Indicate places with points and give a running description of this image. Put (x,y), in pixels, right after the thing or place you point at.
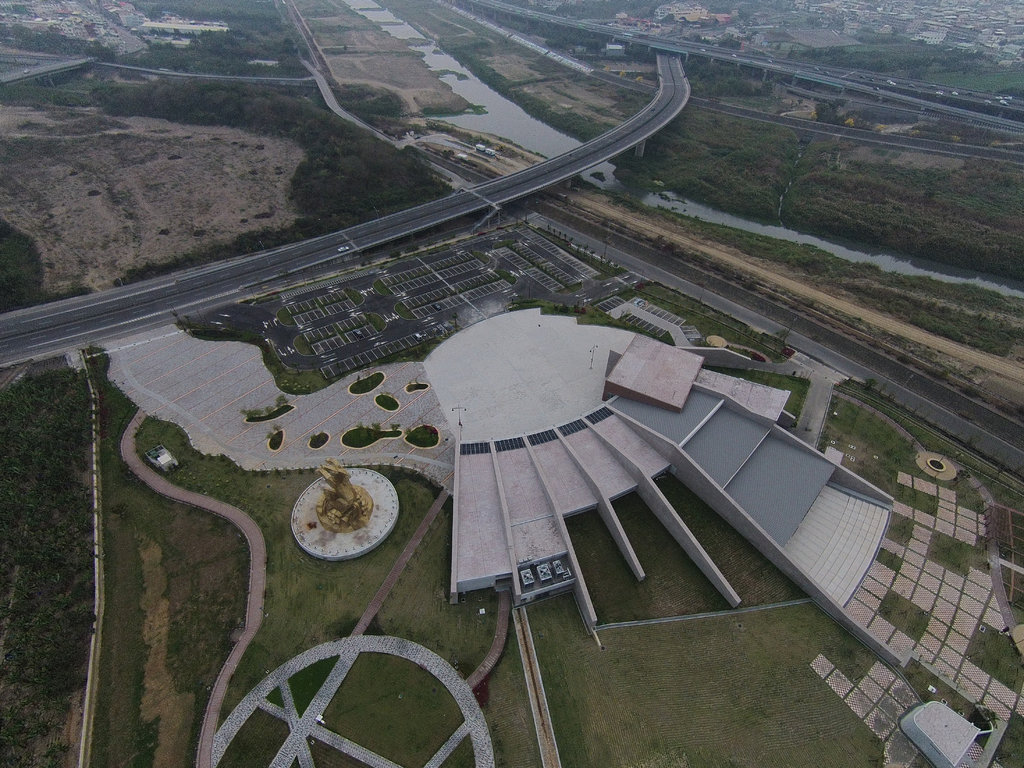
In the image we can see the road (598,139), there are vehicles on the road (907,100). This is a building (582,447), path (262,587), grass (673,681), trees (54,559) and a water (482,125).
